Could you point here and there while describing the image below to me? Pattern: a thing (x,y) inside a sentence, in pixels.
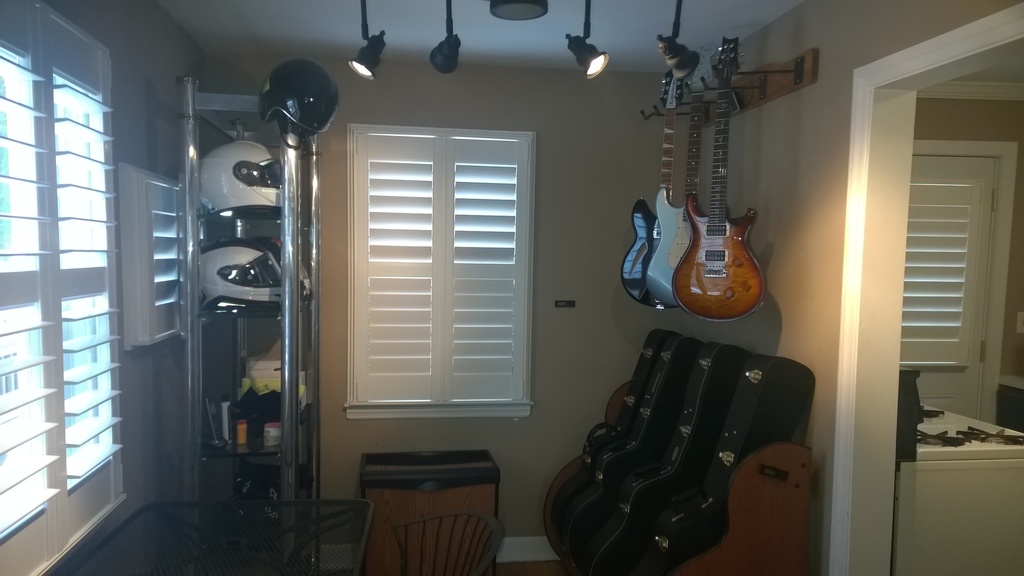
On the left side of the image (82,379) we can see a window (30,391) and helmets (270,301) kept on the shelf (317,198). On the right side of the image (697,245) we can see guitars (720,300) hanged on wall (679,133). There are lights (373,39) on the ceiling (486,17). There is an another room (938,361) on the right side of the image (937,439).
